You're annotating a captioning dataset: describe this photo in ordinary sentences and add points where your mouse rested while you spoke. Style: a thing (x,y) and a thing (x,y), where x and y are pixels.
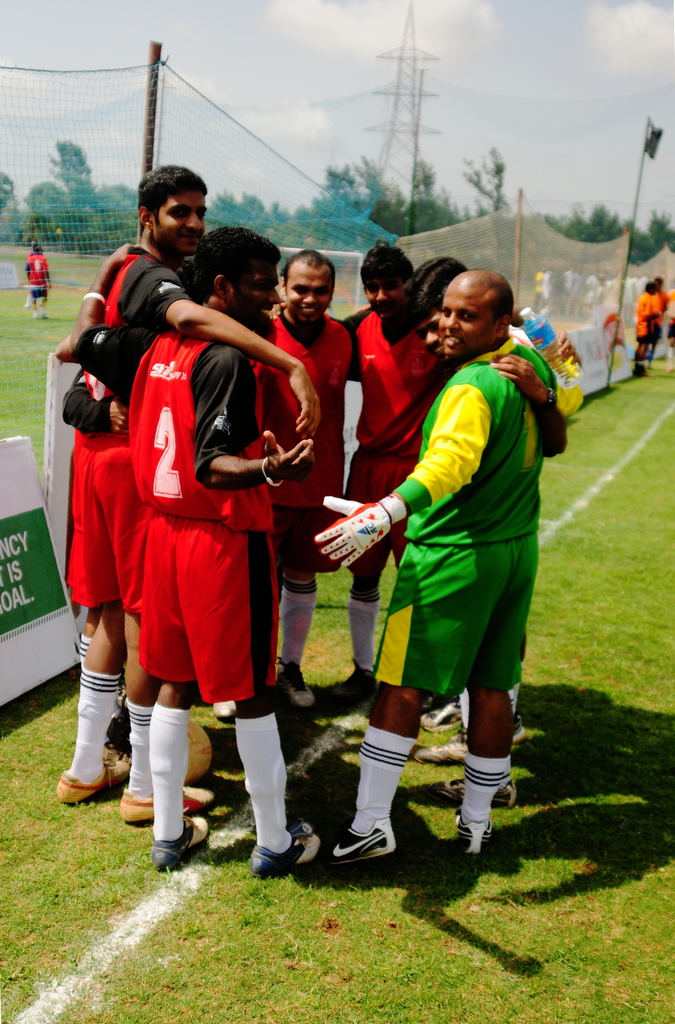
In this image there is a group of persons (267,558) standing in middle of this image (363,590) and there is a net wall (51,188) in the background (51,278). As we can see there are some trees (47,229) in middle of this image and there is a sky (304,29) on the top of this image (287,48). There is a grassy land (635,570) in the bottom of this image (433,871).
